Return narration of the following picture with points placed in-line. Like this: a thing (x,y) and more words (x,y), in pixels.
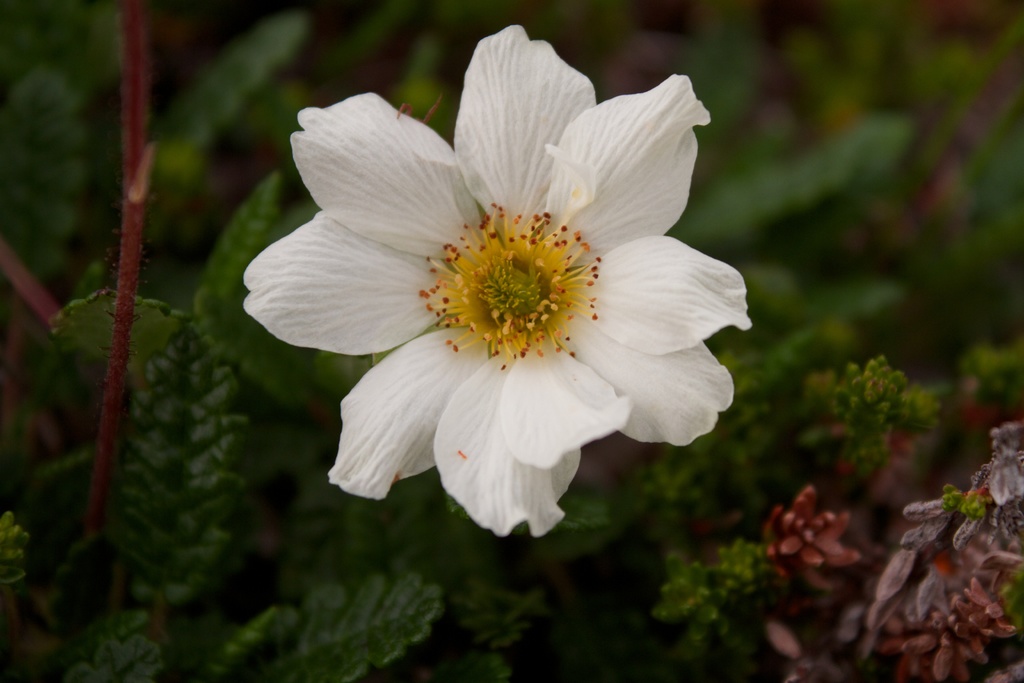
In this picture we can see a white color flower (493,303) and few plants (330,425).
